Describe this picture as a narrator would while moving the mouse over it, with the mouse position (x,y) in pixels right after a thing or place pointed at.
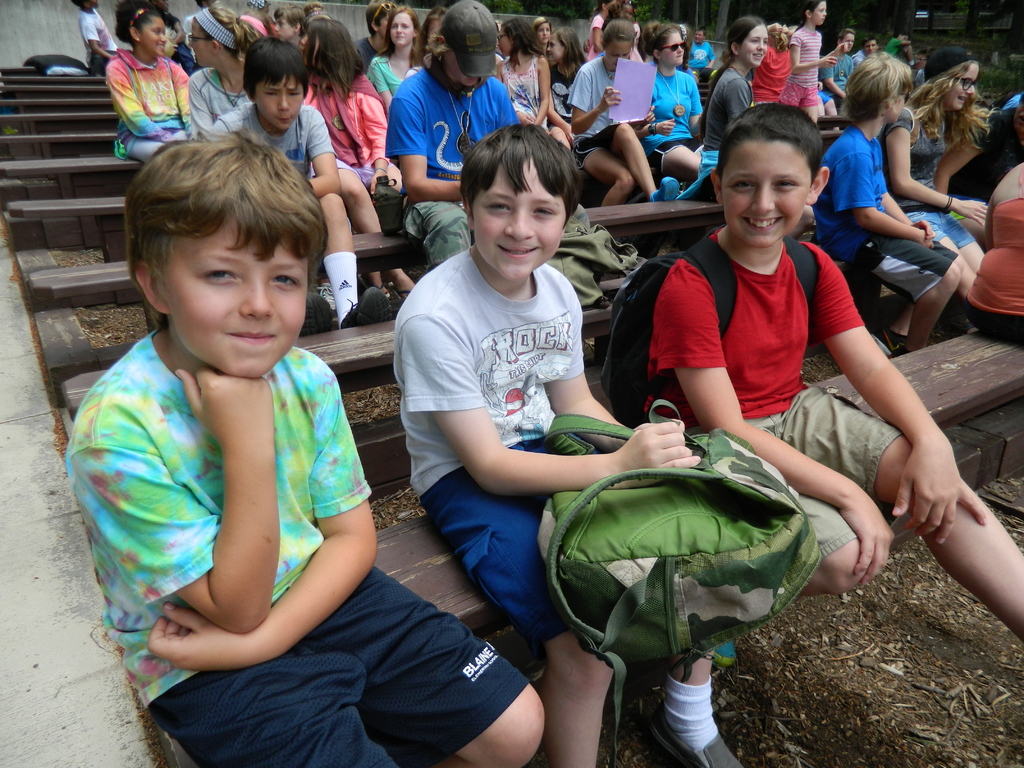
The picture consists of benches (48,152), of the benches (370,478) there are boys (477,71), girls (573,59) sitting and there are backpacks (610,549). In the background (13,6) there are trees (550,11) and wall (347,18).
